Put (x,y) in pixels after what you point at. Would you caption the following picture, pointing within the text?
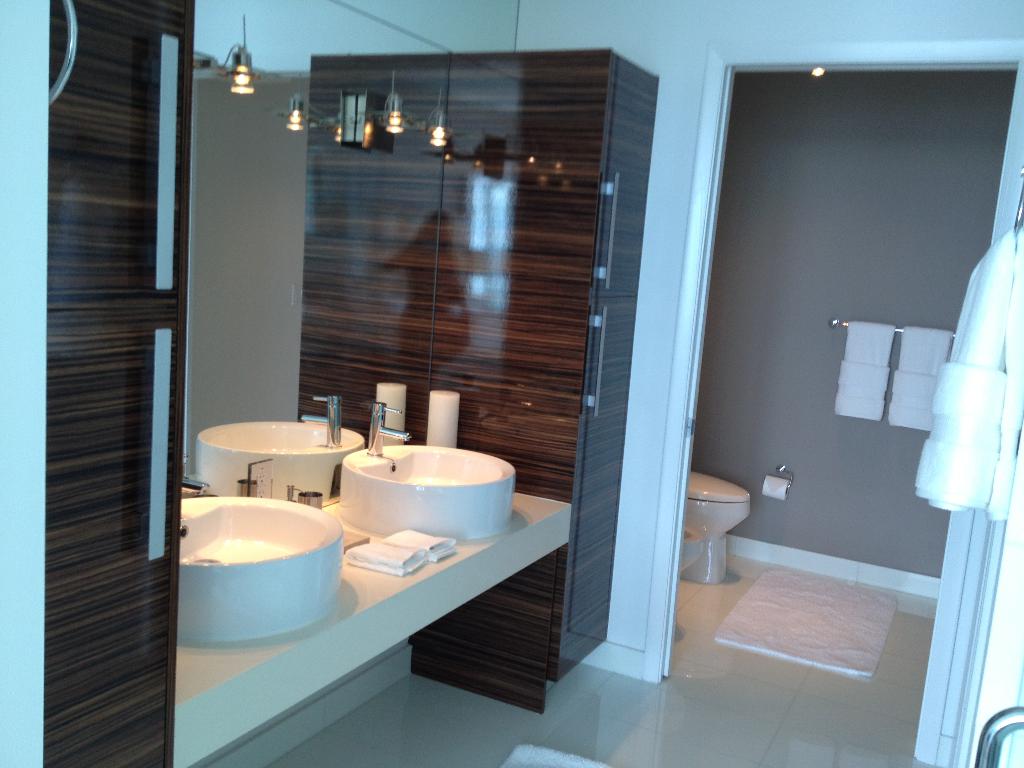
This is the picture of a room (612,506). On the left side of the image (218,630) there are washbasins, tissues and candles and there is a door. At the back (720,540) there is a toilet seat (717,483). There are towels (922,358) on the rod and there is a tissue roller (771,485) on the rod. At the bottom (802,607) there are mats (726,633) on the floor (720,616). On the right side of the image (978,446) there is a towel (1015,379) on the rod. At the top (348,103) there are lights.
